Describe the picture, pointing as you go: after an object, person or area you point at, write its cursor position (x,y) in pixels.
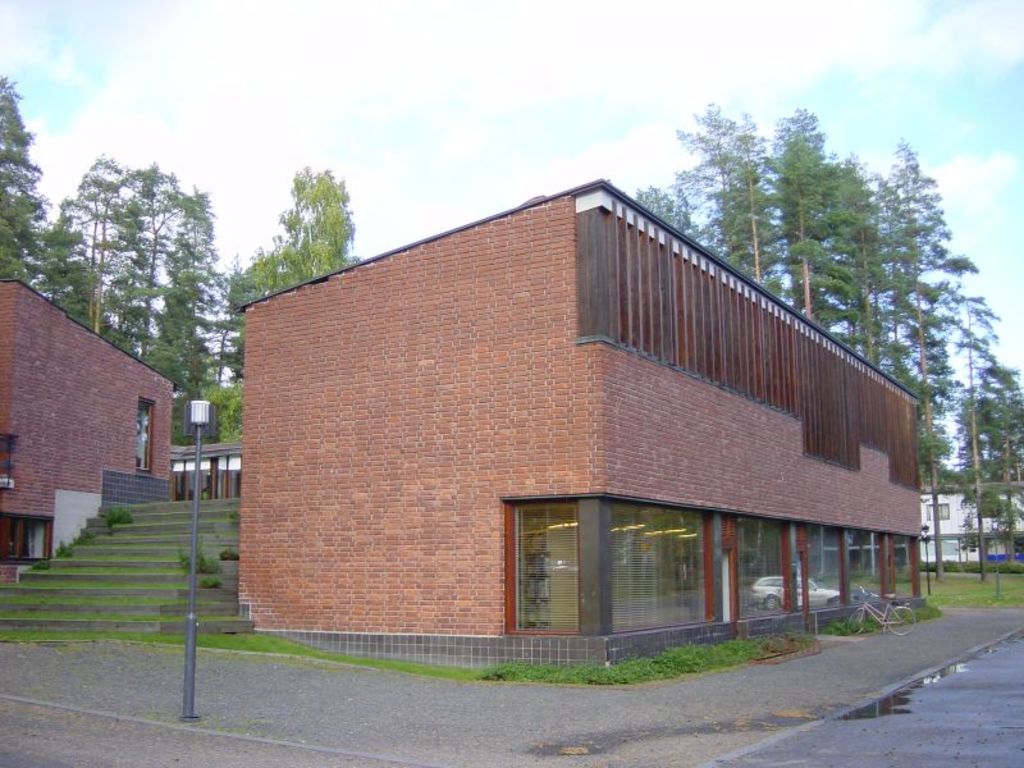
In this image we can see a road (868,718), pavement (774,738), lamp post (192,660), stairs (152,627), in the background of the image (124,419) there are trees (196,297) and buildings (575,464) and there is a cycle (865,608) parked on the pavement (817,651).
